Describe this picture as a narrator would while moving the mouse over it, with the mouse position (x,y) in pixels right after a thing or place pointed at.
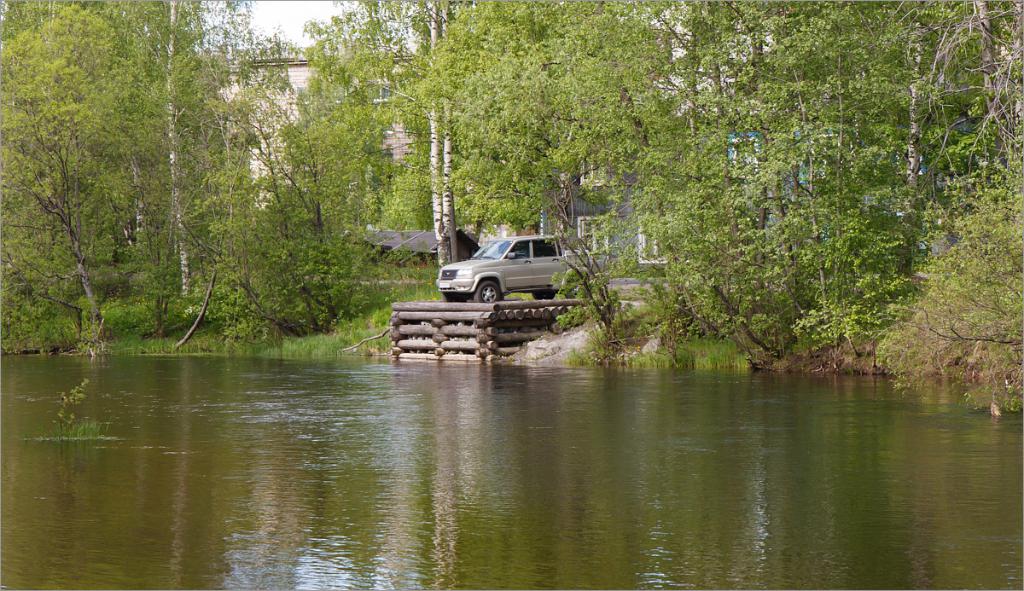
At the bottom of the image (432,477) I can see a river (276,407). Beside the river (505,392) there are some trunks (446,318). On the trunks (480,330) a car (483,265) is placed. At the back of it I can see a house (403,246). In the background (524,163) there are many trees (383,140).
